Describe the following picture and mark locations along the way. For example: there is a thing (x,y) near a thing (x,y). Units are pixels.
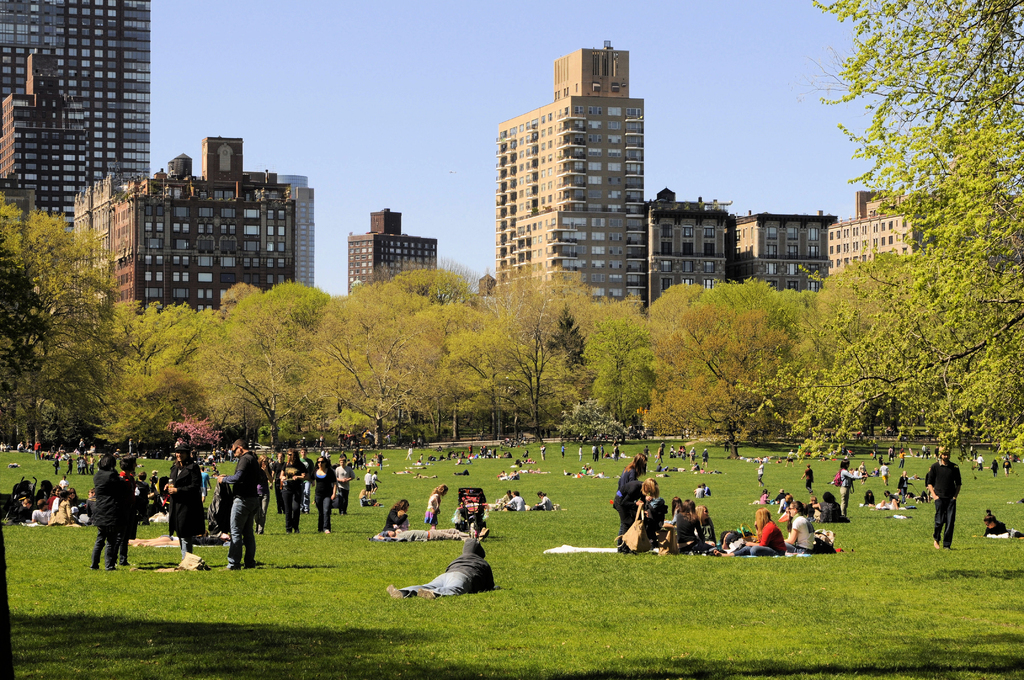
In this image we can see group of persons (951,499) on a grassy land (204,551). Behind the persons (290,487) we can see a group of trees (487,360) and buildings (152,271). At the top (317,53) we can see the sky (582,31).
